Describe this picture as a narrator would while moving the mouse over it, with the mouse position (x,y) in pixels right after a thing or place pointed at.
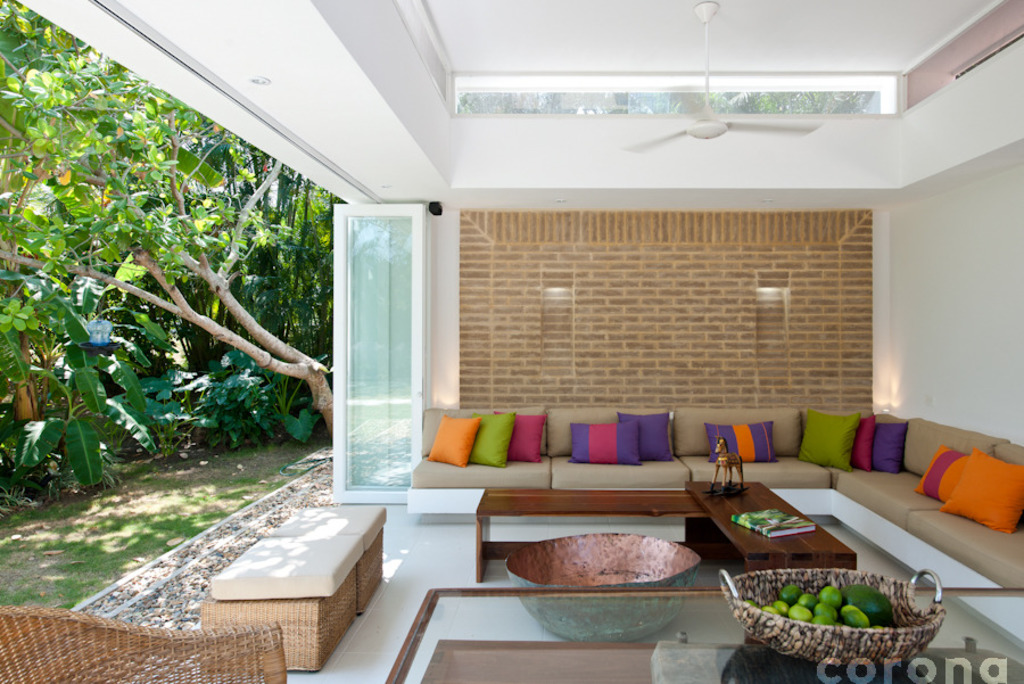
This is a couch (811,469) with colorful cushions (829,434) on it. This a teapoy (729,520) where a book (755,520) and a toy horse (719,445) is placed on it. This is a basket (837,645) with some fruits (839,606) inside it. This is a ceiling fan (705,77) attached to the ceiling (726,11). These are trees (213,291) and small plants (249,409). this looks like a small couch (334,556). This is a table (753,650) with a glass (644,650).
